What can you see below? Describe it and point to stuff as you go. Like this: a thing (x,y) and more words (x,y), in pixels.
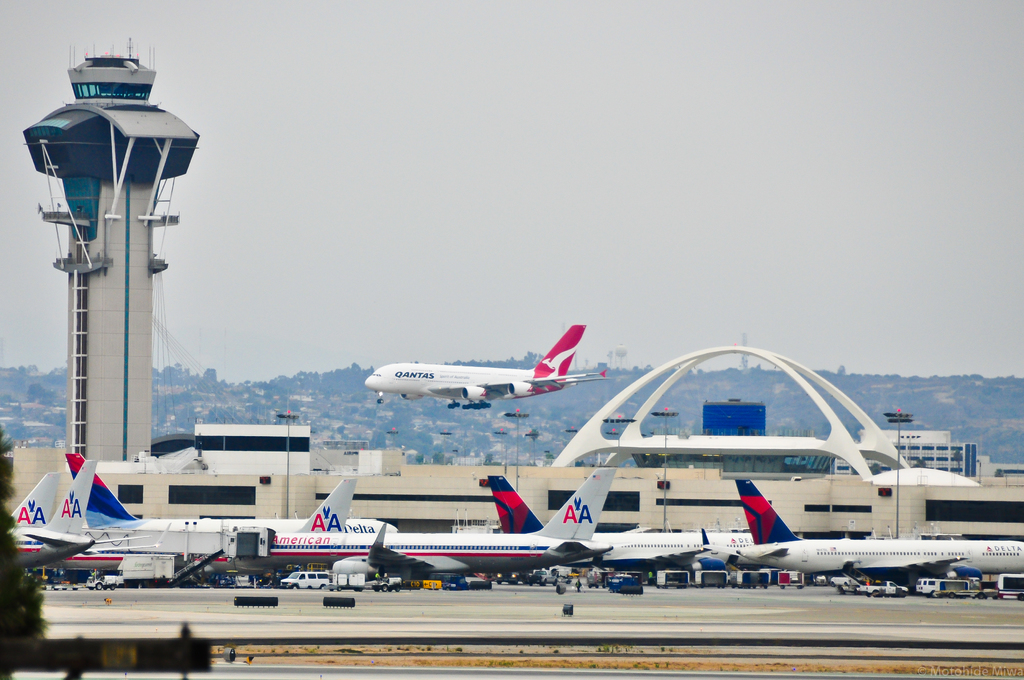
In the image there are many aeroplanes (607,544) on the road (632,601) with many vehicles (444,582) behind it followed by building (342,475) in the background (385,481) and a aeroplane (417,388) flying in air (387,361) above it, this seems to be airport (93,258), in the back (199,391) there is hill (598,393) with trees (590,400) and buildings (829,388) on it and above its sky (414,184).
